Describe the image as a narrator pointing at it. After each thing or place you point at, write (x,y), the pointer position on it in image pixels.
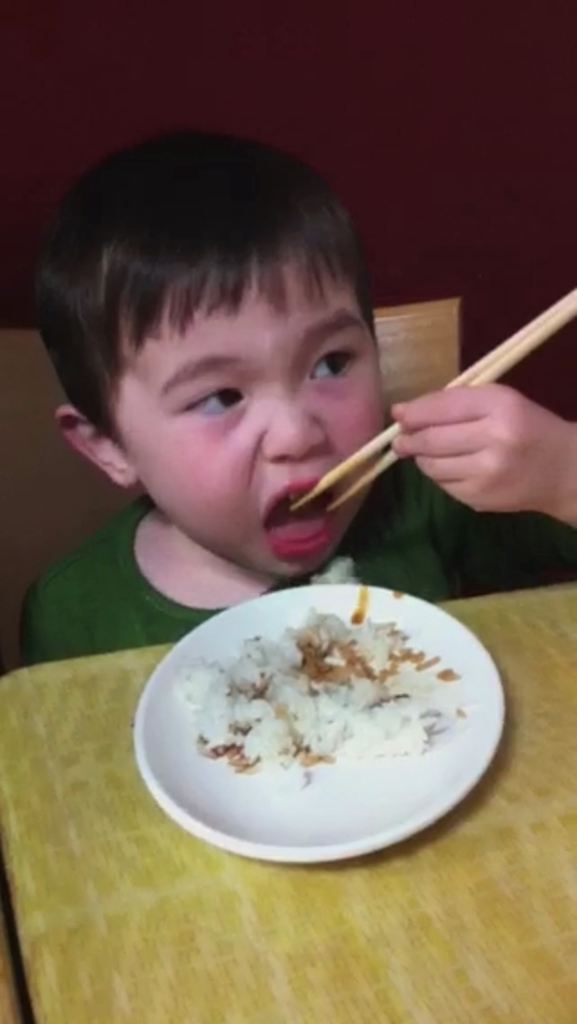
There is a boy (82,366) sitting in a dining table (229,855) eating food (258,660) in a plate (396,606) with chopsticks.
